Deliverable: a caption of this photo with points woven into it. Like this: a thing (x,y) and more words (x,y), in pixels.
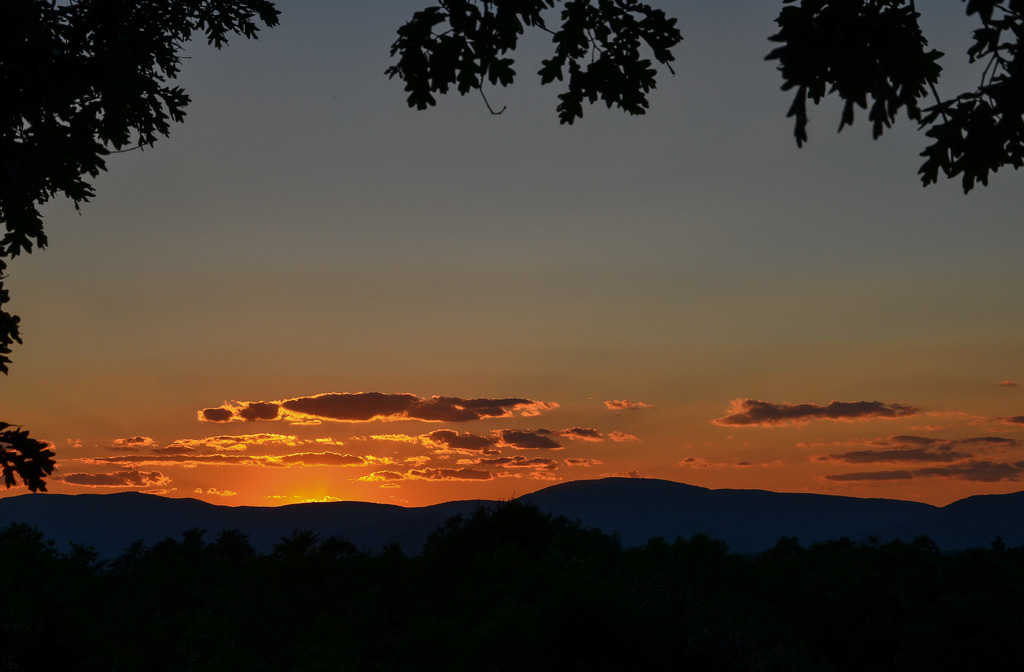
In this picture we can see few trees (379,586), hills (712,512) and clouds (397,474).
